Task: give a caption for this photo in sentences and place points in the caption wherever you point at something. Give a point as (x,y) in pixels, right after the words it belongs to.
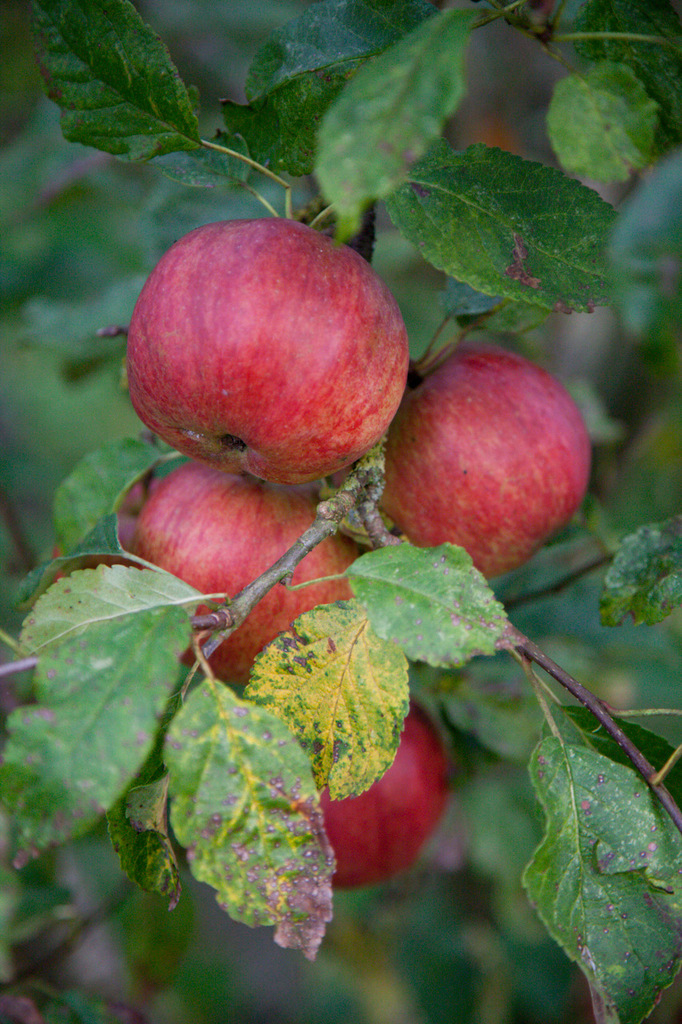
In the picture we can see a part of the plant (276,688) with some fruits (558,500) which are red in color and some leaves (660,932) to the stem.
